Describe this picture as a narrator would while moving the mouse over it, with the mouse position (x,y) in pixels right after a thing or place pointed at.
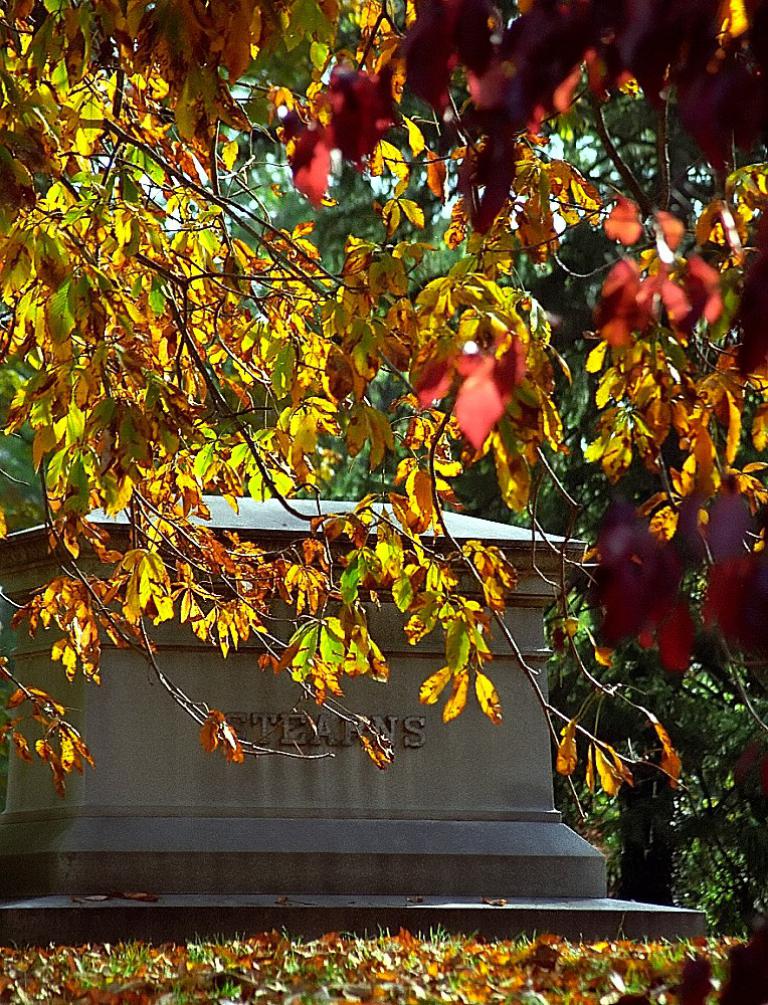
In this image we can see some branches (187,364) of the trees (352,423) with leaves (350,597). We can also see a wall (497,771) and the dried leaves (471,942) on the ground (441,962).
